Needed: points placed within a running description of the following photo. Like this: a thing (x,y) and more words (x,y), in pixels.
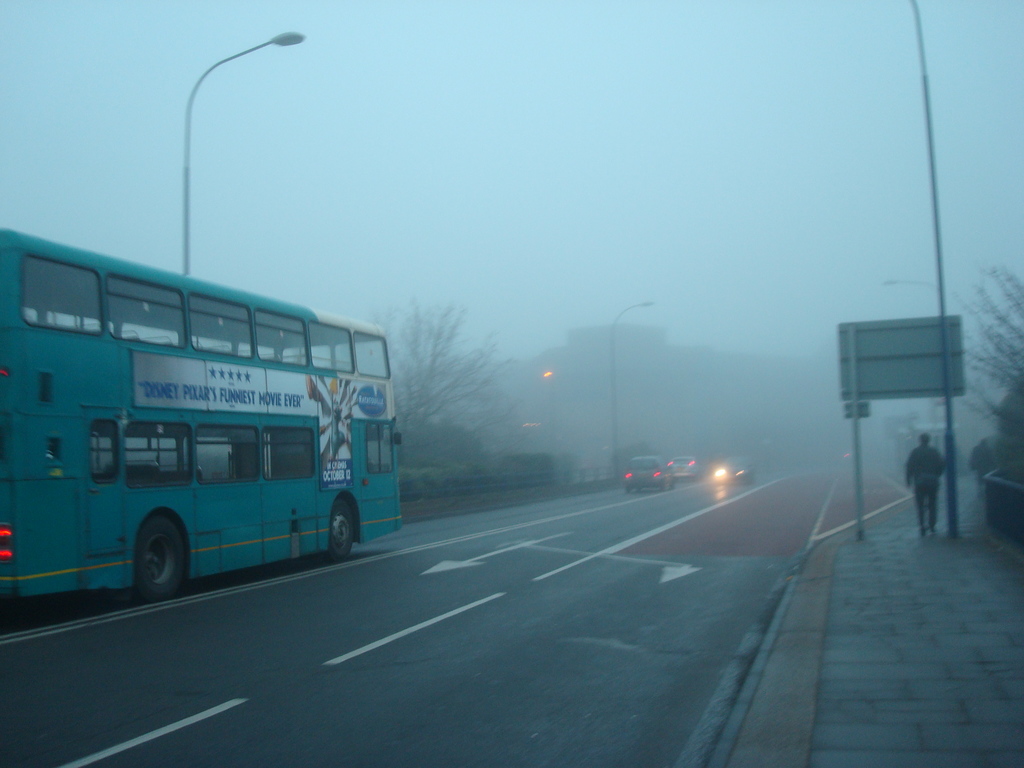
In this image we can see some vehicles (273,462) on the road (668,504), there is a board (882,338), light poles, trees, car headlight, also we can see a house (747,441), and the sky (656,229).
